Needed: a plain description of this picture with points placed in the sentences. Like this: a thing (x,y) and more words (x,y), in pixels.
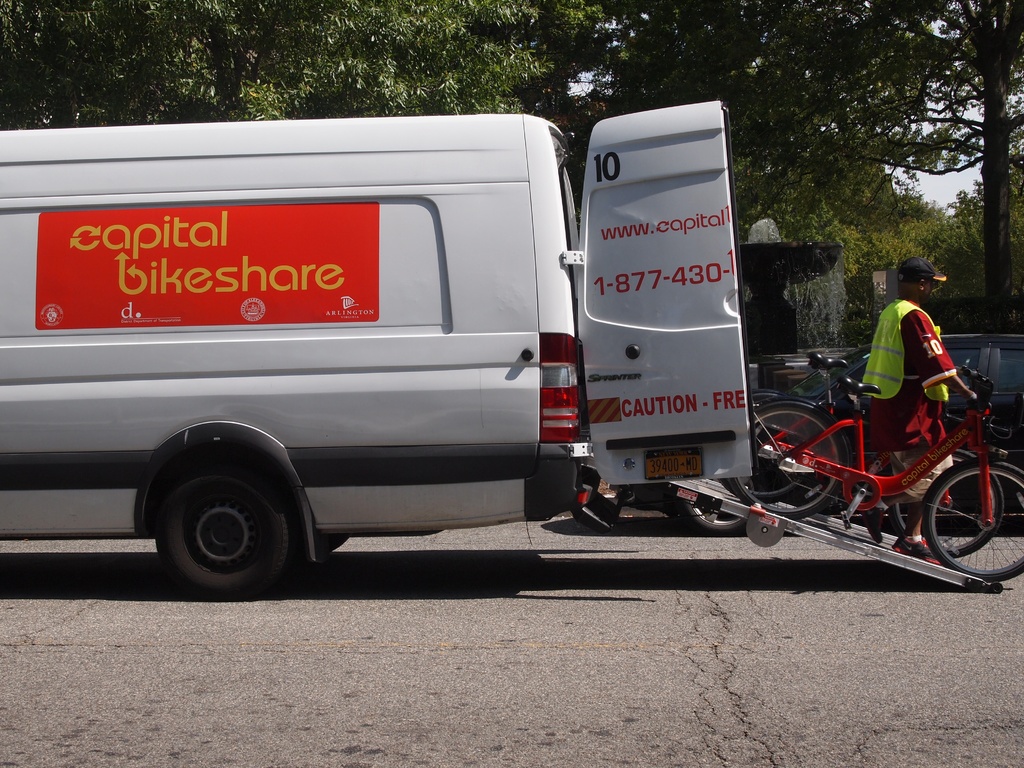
In this image we can see vehicles (749,381) on the road (22,723) and there is a person (965,389) holding a bicycle (926,544). In the background (218,80) we can see water fountain (845,277), trees (852,222), and sky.
